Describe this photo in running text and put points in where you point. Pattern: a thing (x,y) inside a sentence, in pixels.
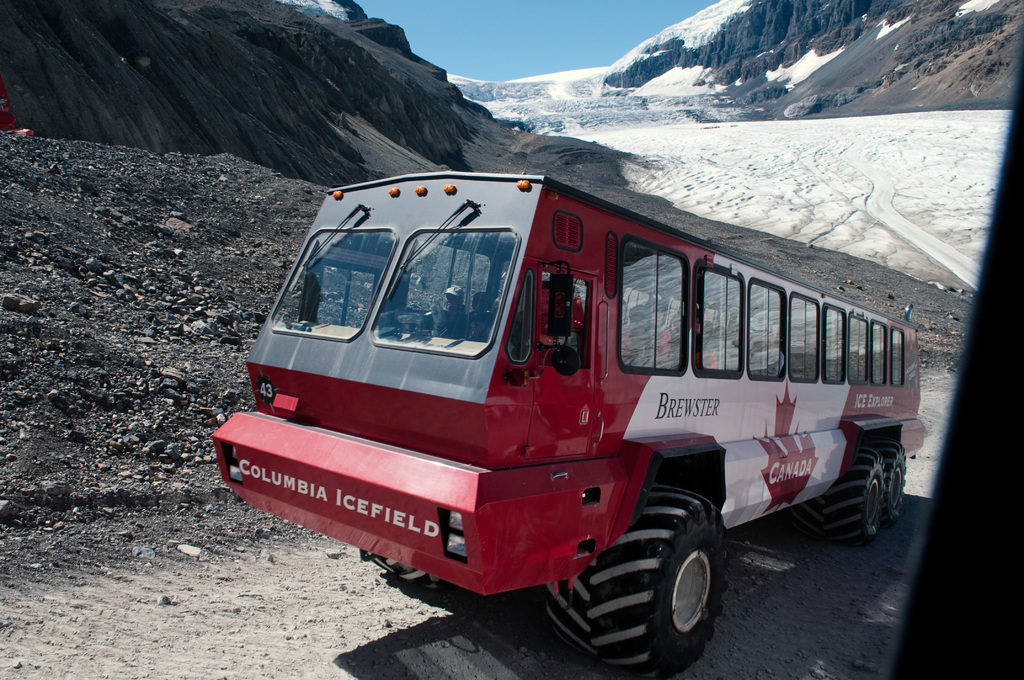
In this picture we can see a vehicle (544,455) in the front (569,465), in the background (775,105) there is a hill (308,64), on the left side (156,360) we can see some stones (178,318), there is the sky (557,27) at the top of the picture (570,24), we can see some people (448,317) in the vehicle (569,346).
